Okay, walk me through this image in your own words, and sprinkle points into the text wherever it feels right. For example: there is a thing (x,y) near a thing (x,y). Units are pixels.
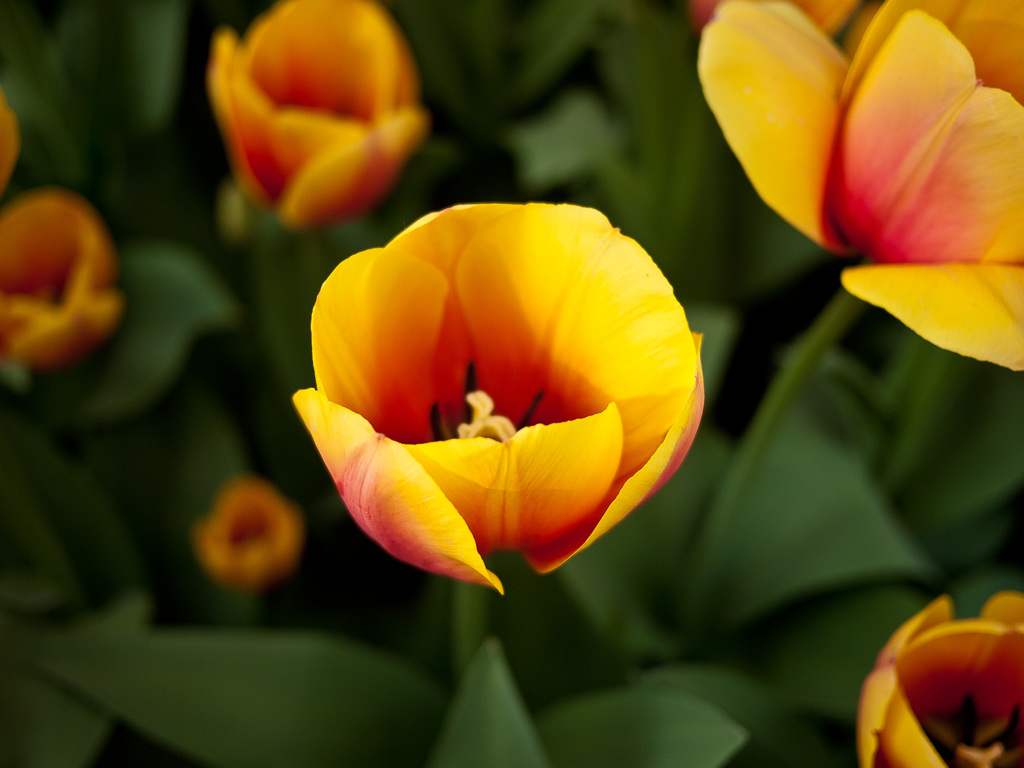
In this image we can see flowers (836,96). In the background (111,487) there are leaves (836,493).
